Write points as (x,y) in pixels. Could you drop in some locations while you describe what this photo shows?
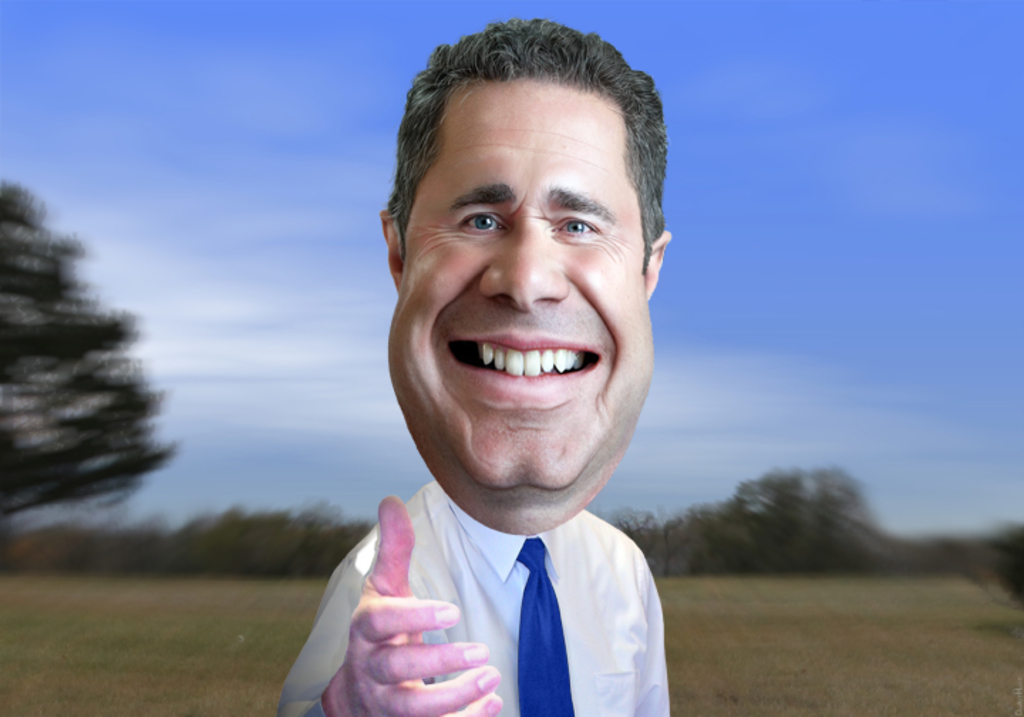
In front of the image there is a depiction (458,344) of a person (507,301) having a smile (478,339) on his face (502,367). At the bottom of the image (859,665) there is grass (815,638) on the surface (795,642). In the background of the image (18,238) there are trees (44,270). At the top of the image (824,154) there is sky (879,133).
